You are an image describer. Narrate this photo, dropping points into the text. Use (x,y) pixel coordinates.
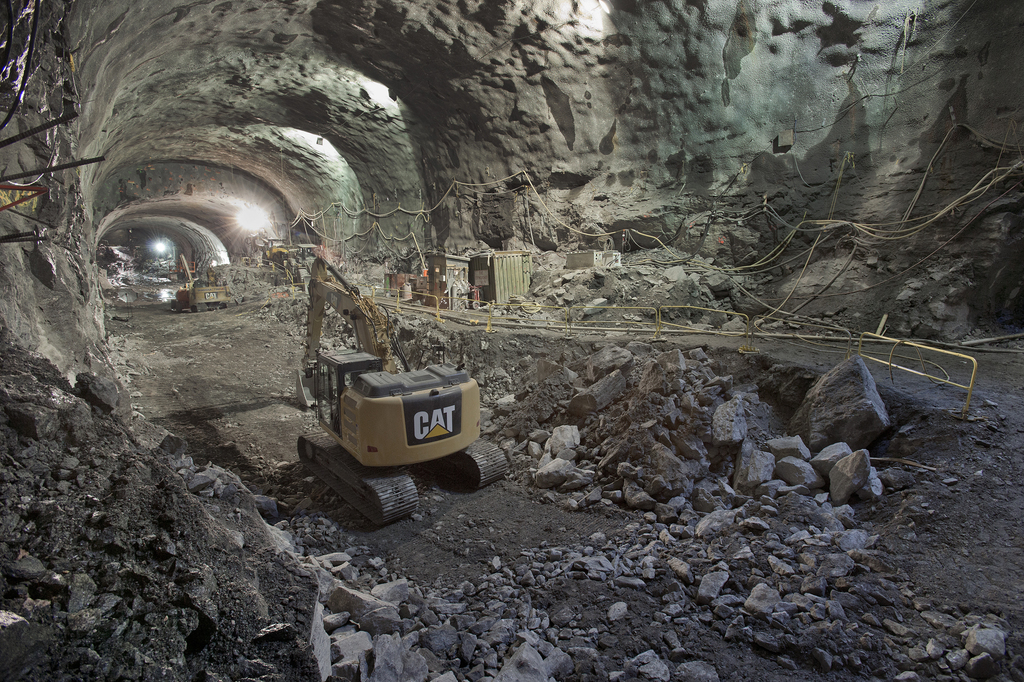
In this picture we can see a tunnel (545,42), lights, railings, ropes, excavators (346,372), ropes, rocks (851,450), stones (649,522), soil (437,520) and few objects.
